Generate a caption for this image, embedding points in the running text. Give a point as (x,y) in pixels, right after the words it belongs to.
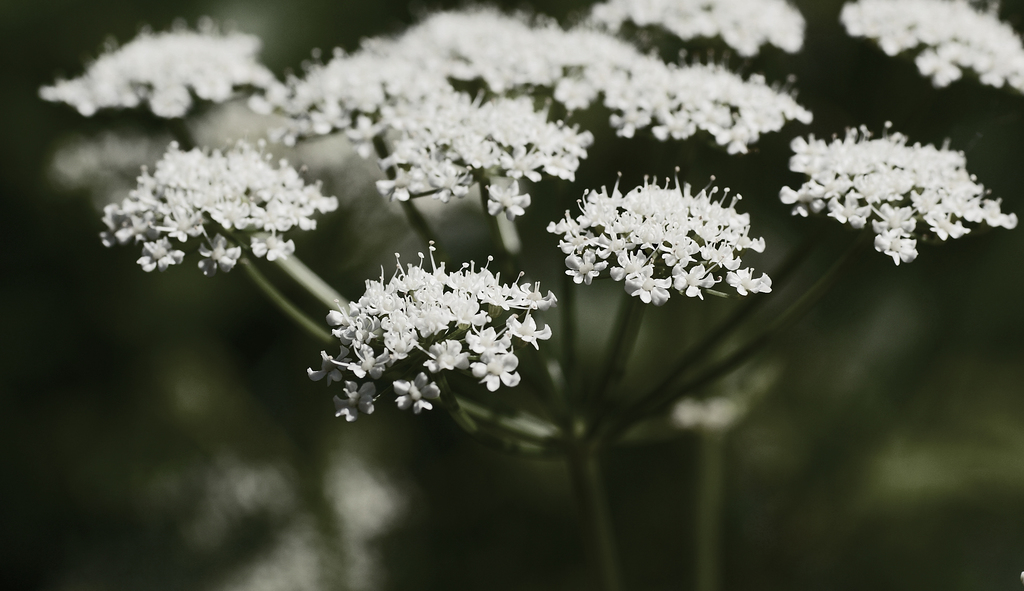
In this picture I can observe white color flowers (577,137) to the plant (519,214). This is a color image. The background (66,415) is completely blurred.
